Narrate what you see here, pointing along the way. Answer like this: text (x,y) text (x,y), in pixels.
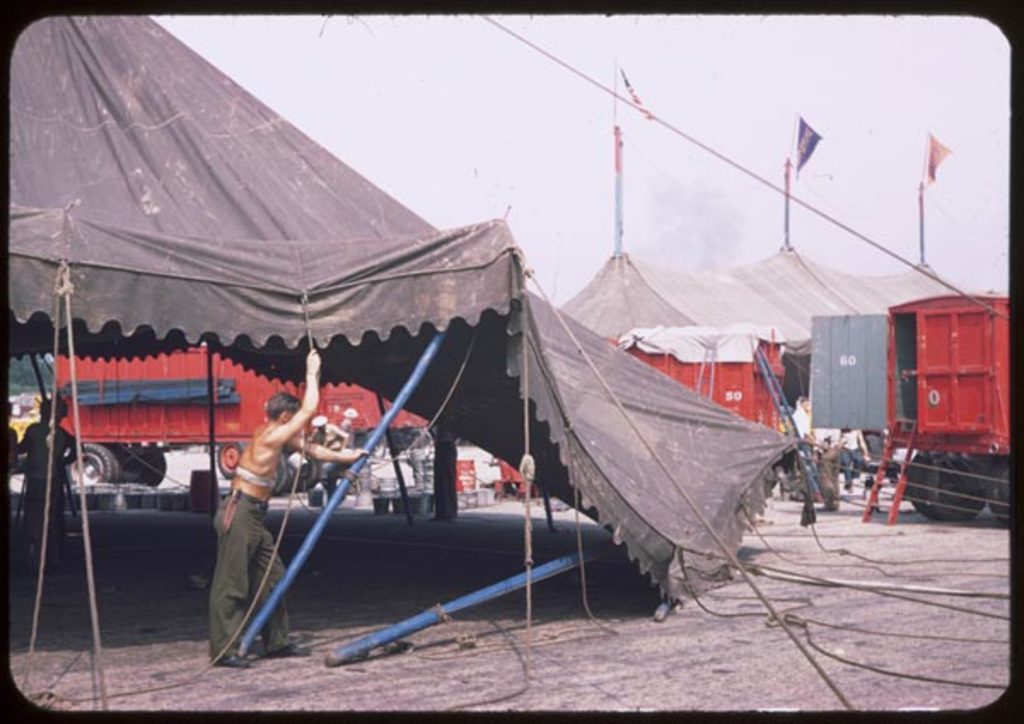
In this picture I can see the tents (577,313). I can see the vehicles (400,413) on the surface (313,512). I can see a few people (449,452) on the surface (377,522). I can see clouds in the sky (553,110).
